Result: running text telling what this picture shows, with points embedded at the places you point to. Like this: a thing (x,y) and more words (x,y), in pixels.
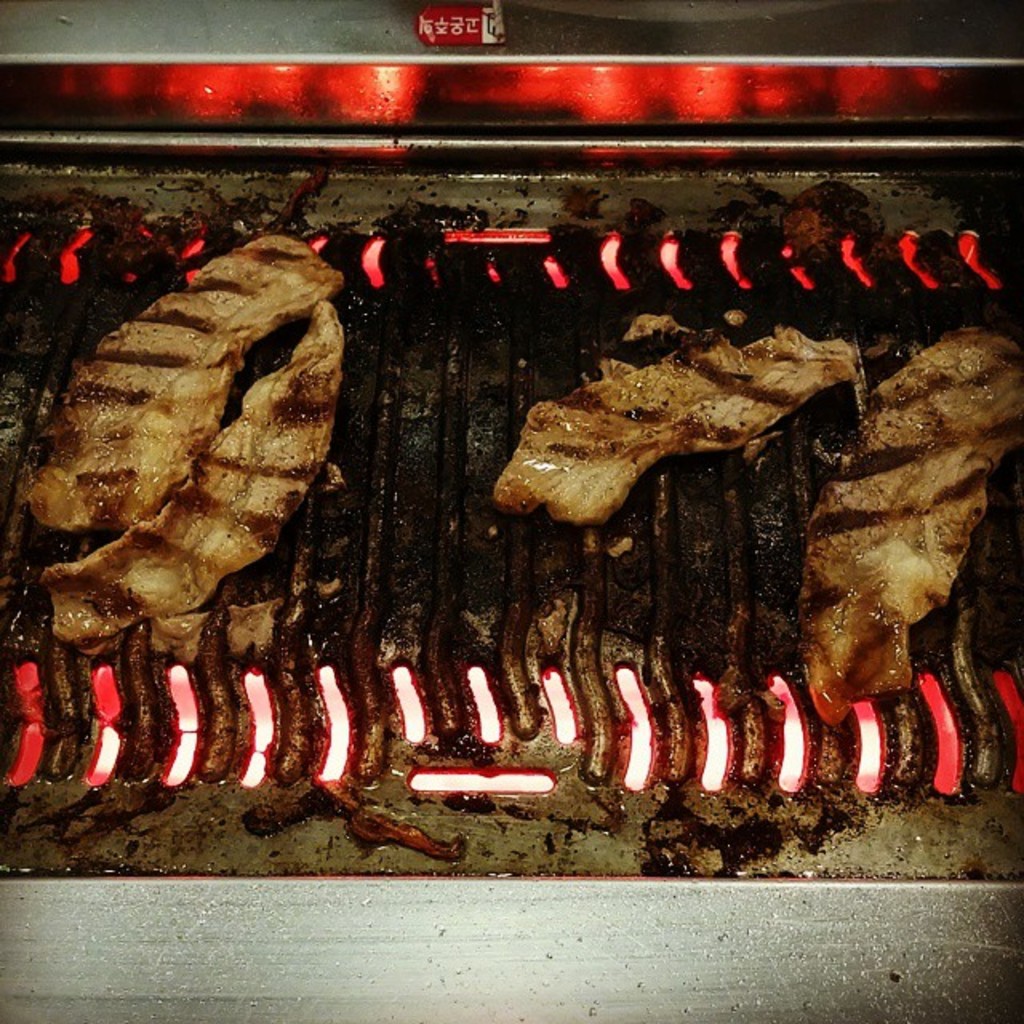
In this image there is food (172,419) on the grill (417,491) in the center (556,469).
